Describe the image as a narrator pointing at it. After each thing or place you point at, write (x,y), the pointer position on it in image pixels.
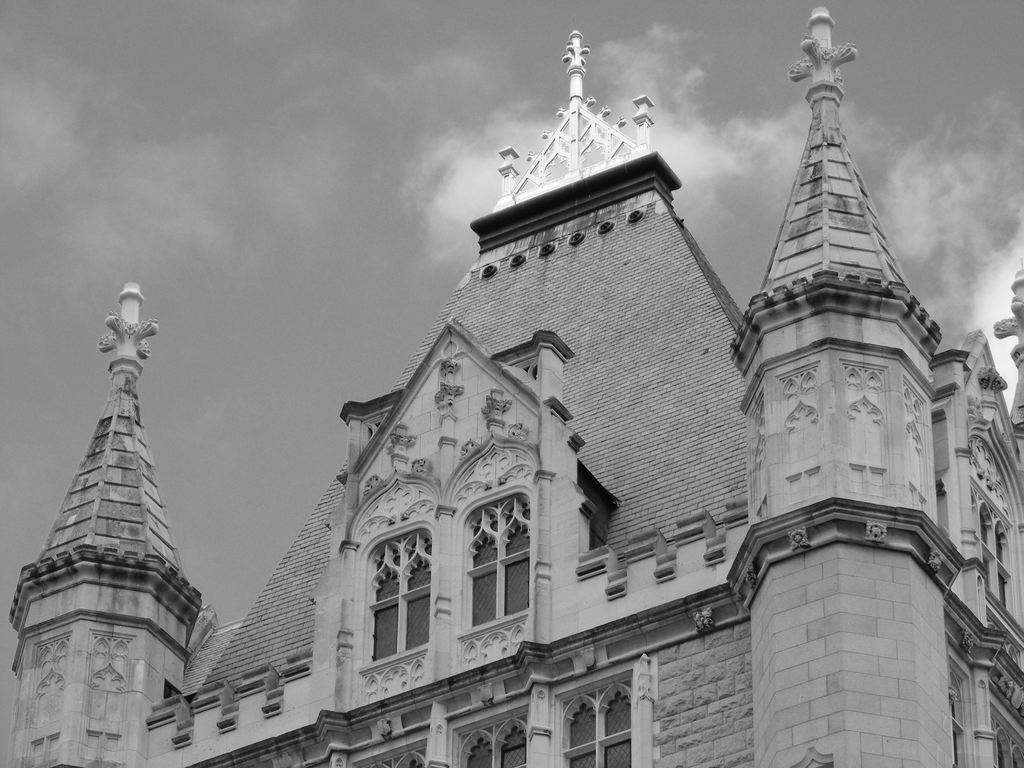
In this picture we can see a building (659,416) with windows (508,568) and in the background (182,223) we can see the sky (380,130).
